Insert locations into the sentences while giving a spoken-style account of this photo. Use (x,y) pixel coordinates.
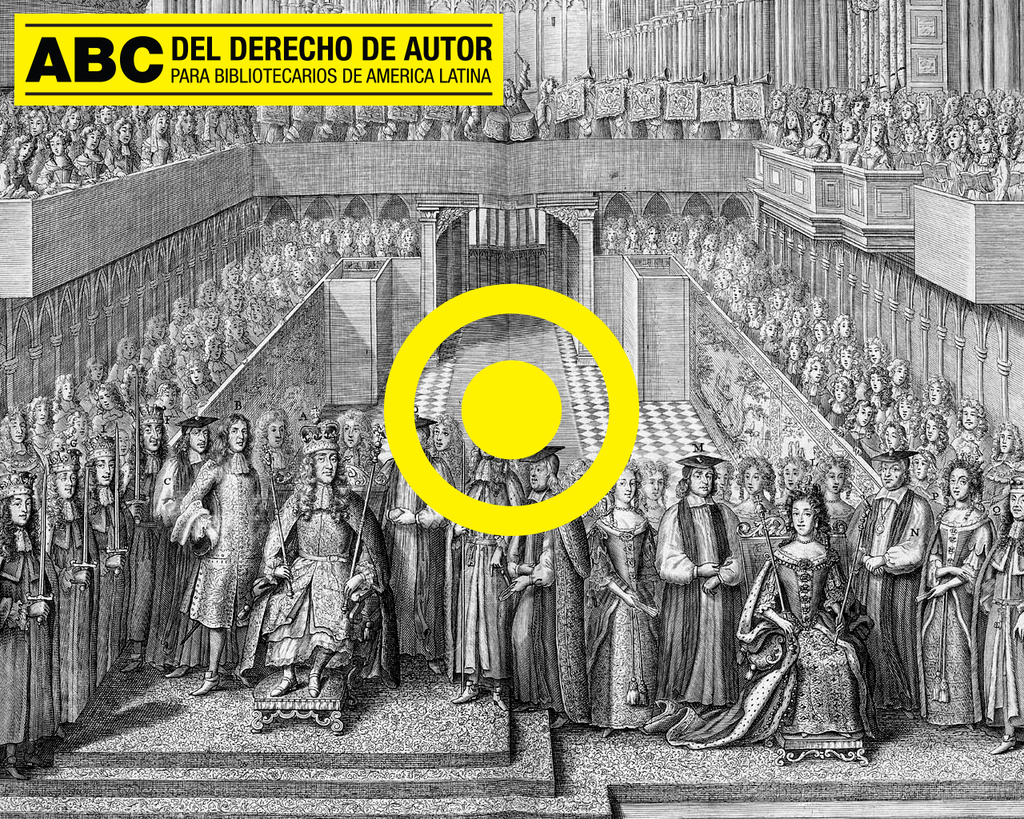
It seems to be a poster (445,551). On this poster (663,278), I can see the painting (521,219) of a crowd of people (920,505). This is a building (599,158). At the top of the image (229,66) there is some text (253,58).
